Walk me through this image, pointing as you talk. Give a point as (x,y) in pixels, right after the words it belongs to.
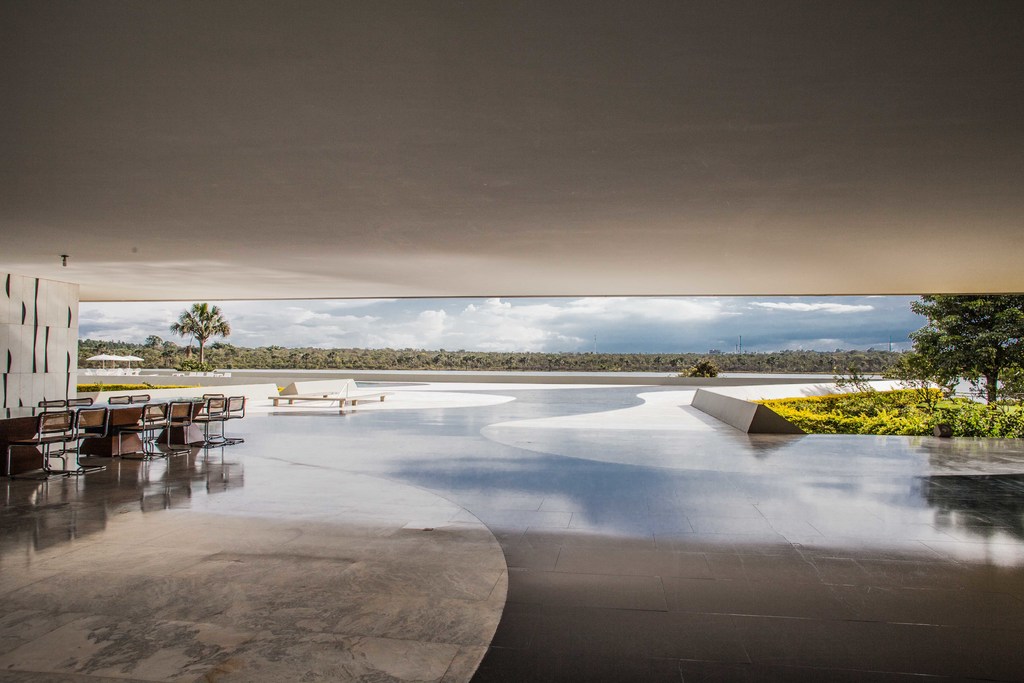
In this picture we can see a view of the big open hall (669,405). In the front (144,422) we can see big table (108,432) with wooden chair (66,414) and above a big concrete shed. On the right side (988,356) we can see a small plant area (824,429). In the background (714,370) we can see many trees (451,359).
